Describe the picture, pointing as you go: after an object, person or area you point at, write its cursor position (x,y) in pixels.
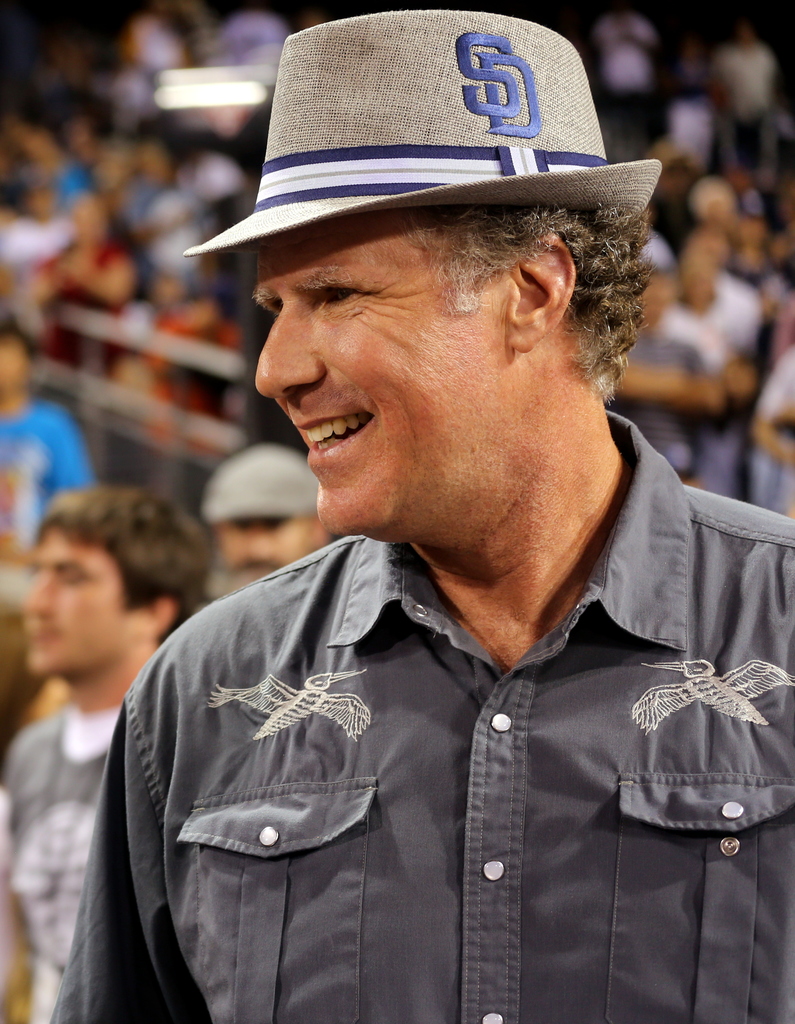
In the picture there is a man (347,367) and he is wearing a hat (461,131). he is turning towards his left side and smiling. Behind the man (536,527) there is a huge crowd (53,472).
